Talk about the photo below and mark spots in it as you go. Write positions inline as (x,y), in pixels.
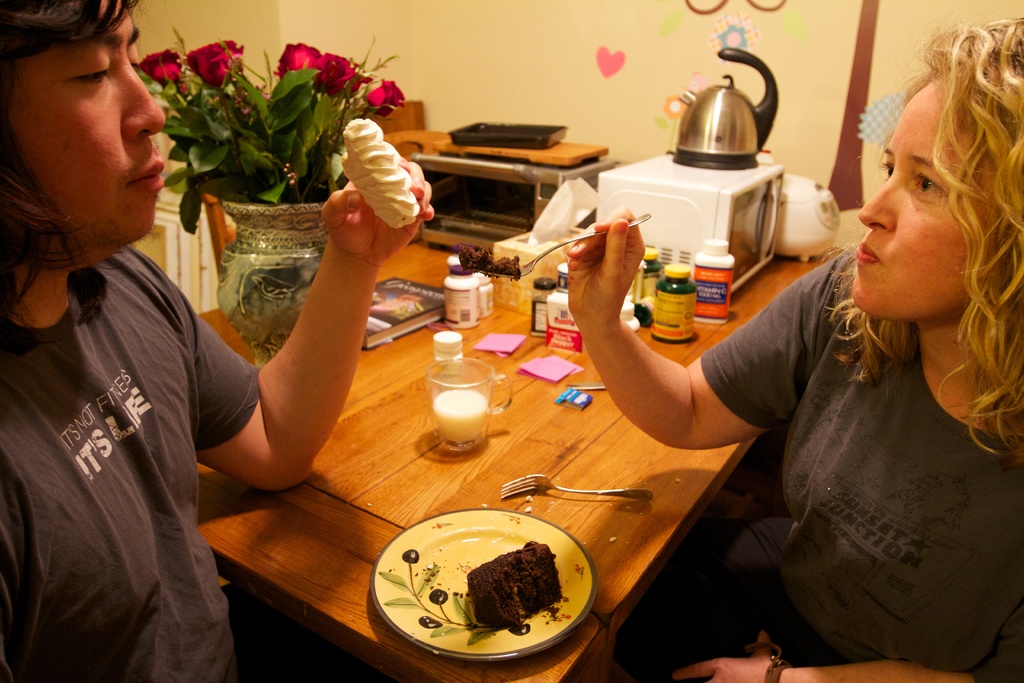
This is the woman (774,415) holding the fork spoon (634,226). This is the man (116,493) holding some food (384,209). This is the table (427,485) with a plate (551,539), fork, glass (478,417), plastic bottles (463,312), micro oven (730,191) and a flower vase (299,277) on the table (369,425). This is the book (414,317). These are the bunch of rose flowers (275,96) placed in the flower vase (277,231). This looks like another table (509,164) with trays (516,142). This is a wall (598,71) with beautiful wall painting (602,60).
